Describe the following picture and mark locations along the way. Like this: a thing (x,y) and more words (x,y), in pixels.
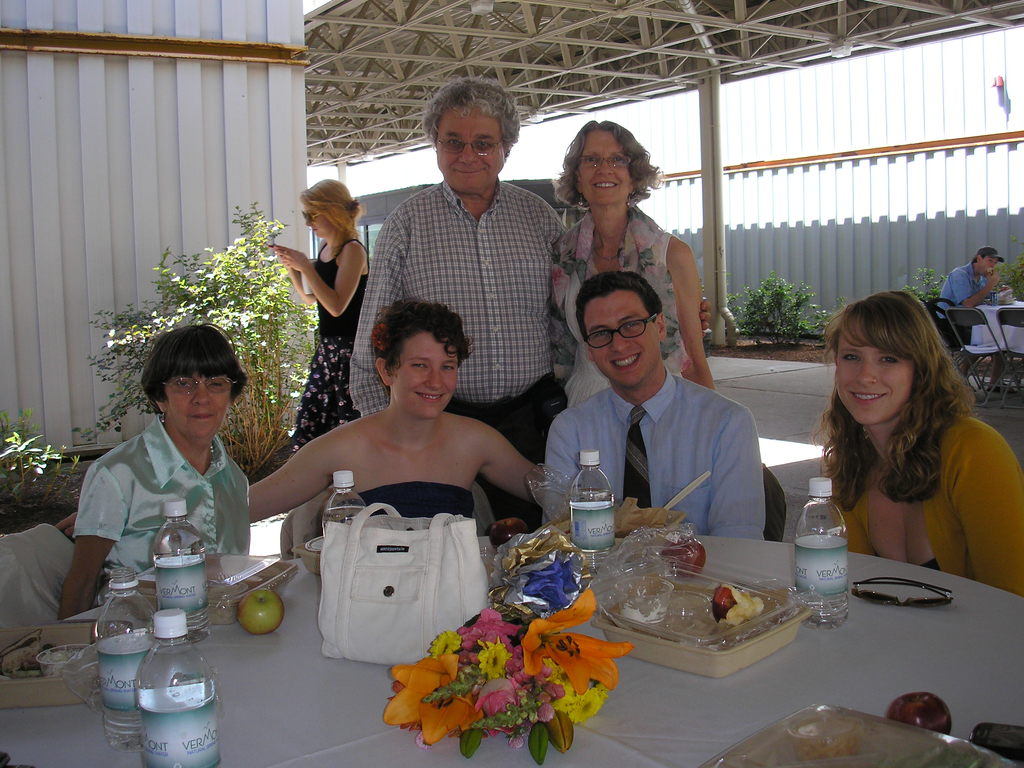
In this image I can see few people (968,478) are sitting on the chairs (52,530) and every one are looking at the picture and smiling. On the bottom of the image (300,700) there is a table (349,717). On this table (220,627) there are few bottles (154,654), glasses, fruits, bag (359,590), boxes (699,637) and flowers (513,694). In the background (241,141) there is a wall (255,135) and plants (248,321).
